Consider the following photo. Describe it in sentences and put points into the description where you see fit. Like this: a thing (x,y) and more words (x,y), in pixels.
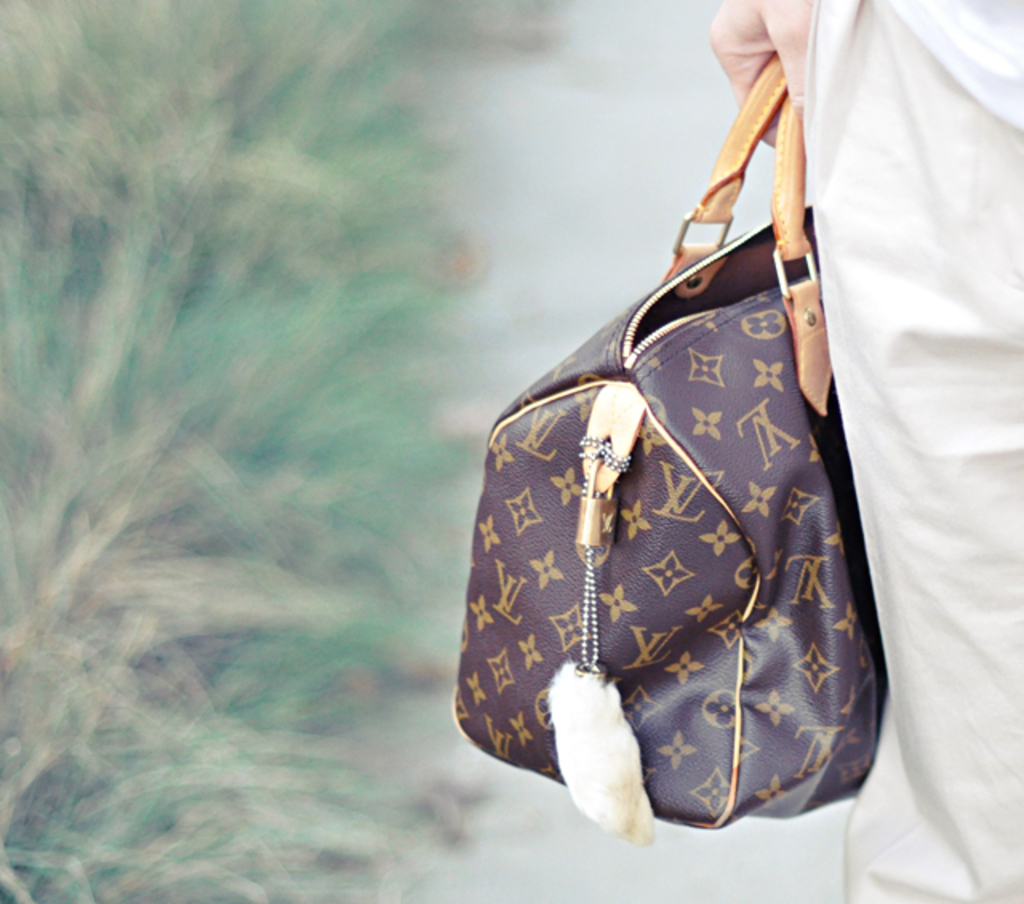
This picture is mainly highlighted with a person (871,276) holding a bag (778,84) in hand (784,35).
